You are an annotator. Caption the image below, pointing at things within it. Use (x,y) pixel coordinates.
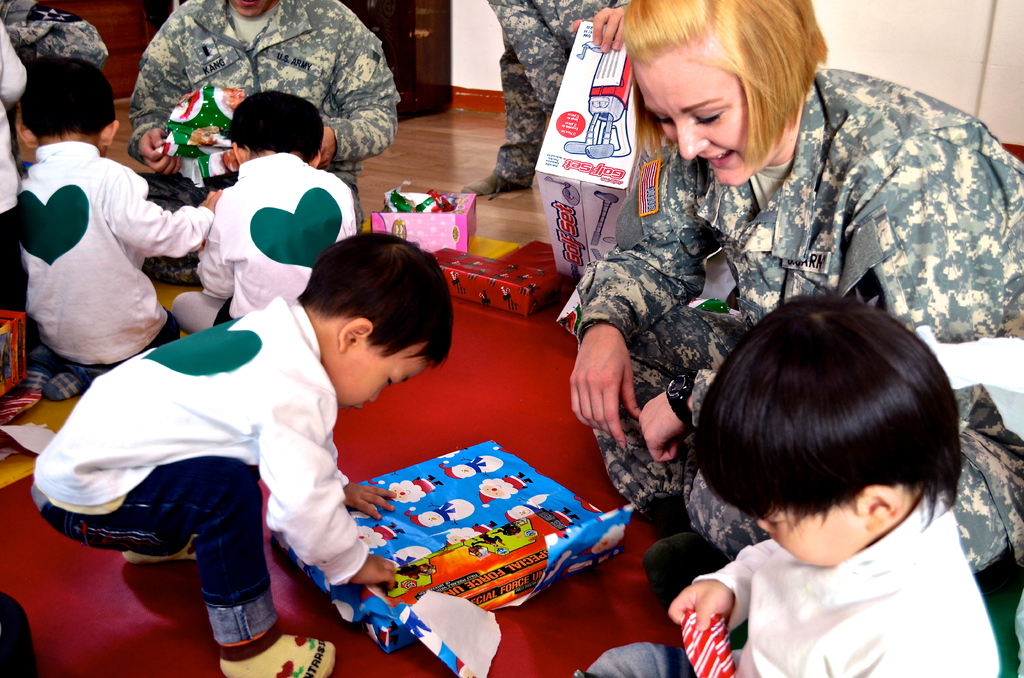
In this picture four kids (267,390) seated on the ground (457,401) and couple of them are standing and I can see a boy (416,319) holding a box (457,551) and I can see a human (542,54) standing and couple of them seated on the ground (558,299) and I can see few gift boxes (523,287) on the floor (483,160).
